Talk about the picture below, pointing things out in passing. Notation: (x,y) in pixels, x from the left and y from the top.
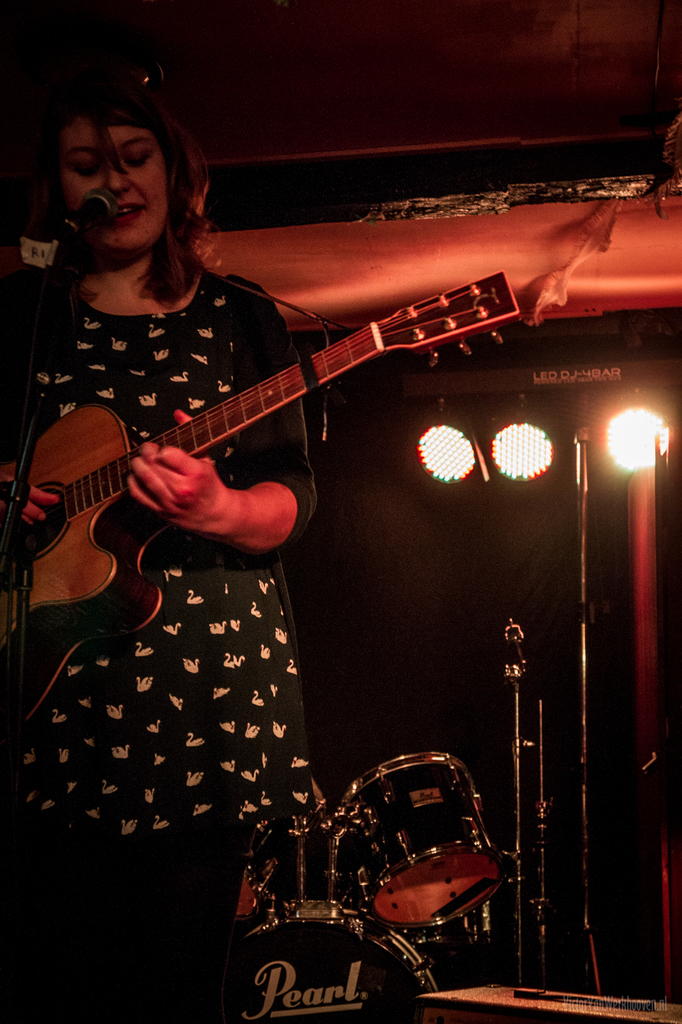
In this image I can see a person (184,376) standing in front of the mic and playing guitar (240,407). At the backside of her there is drum set (418,839) and the light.
